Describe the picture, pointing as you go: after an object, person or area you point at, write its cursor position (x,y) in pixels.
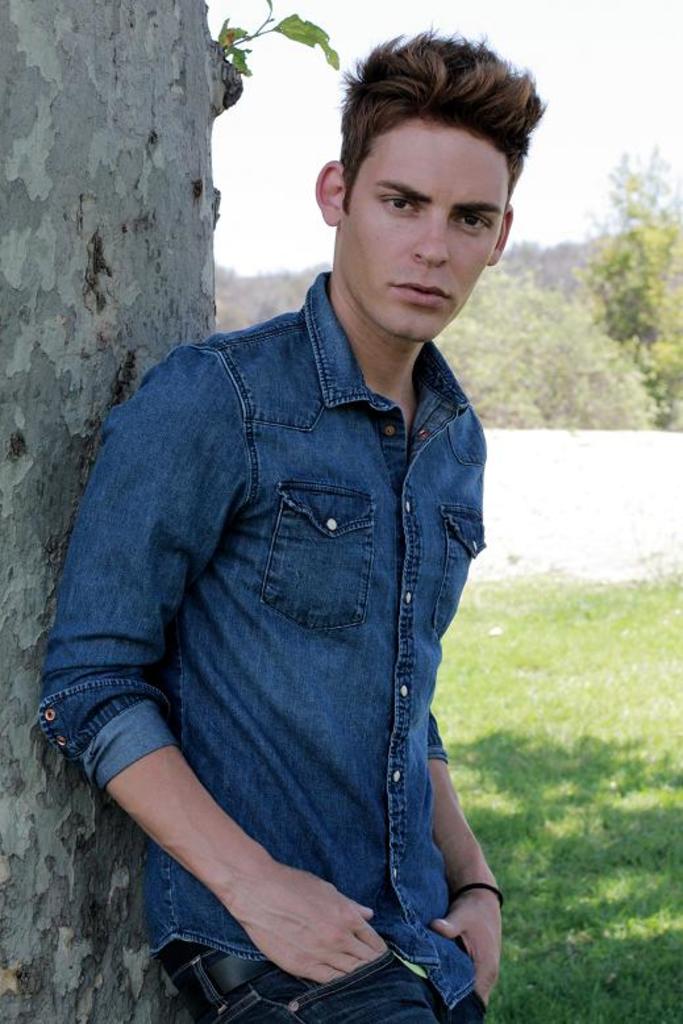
In the foreground of the picture (292,495) we can see a person (284,501) leaning to a trunk (130,363) of a tree (69,74). On the right (603,651) it is grass (614,653). In the background (533,306) there are trees (556,297) and sky (572,191).
